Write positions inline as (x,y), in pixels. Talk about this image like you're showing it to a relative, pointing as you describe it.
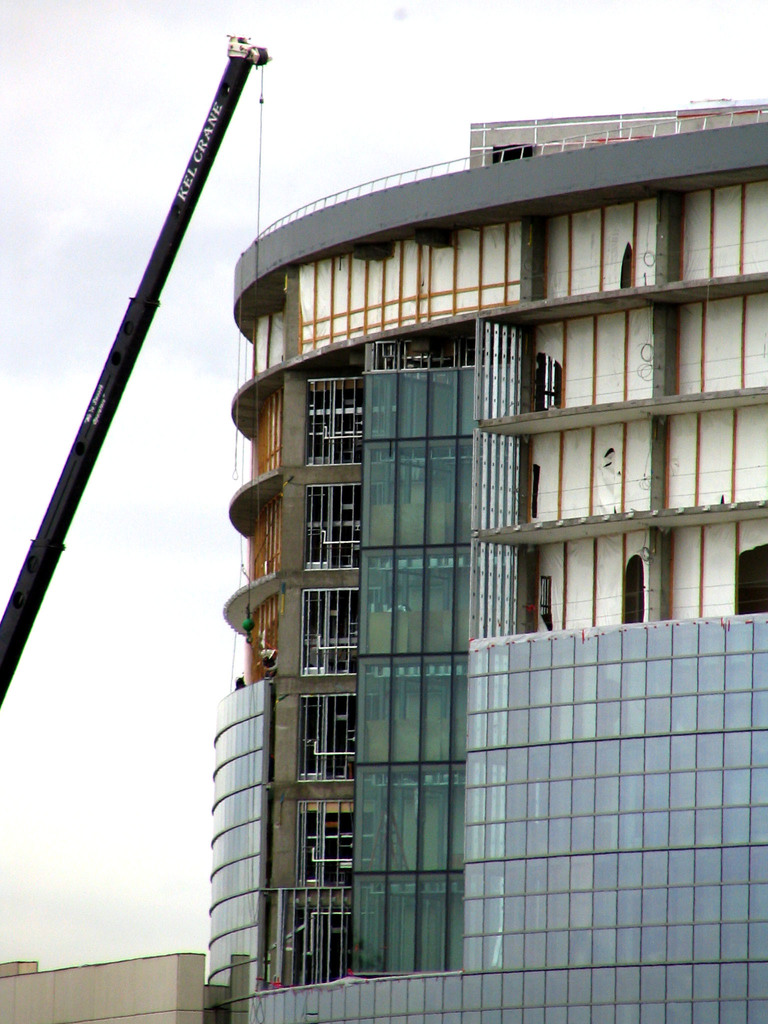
In this image, we can see a building (493,398). There is a crane (202,171) on the left side of the image (18,606). At the top of the image (391,73), we can see the sky (621,28).
